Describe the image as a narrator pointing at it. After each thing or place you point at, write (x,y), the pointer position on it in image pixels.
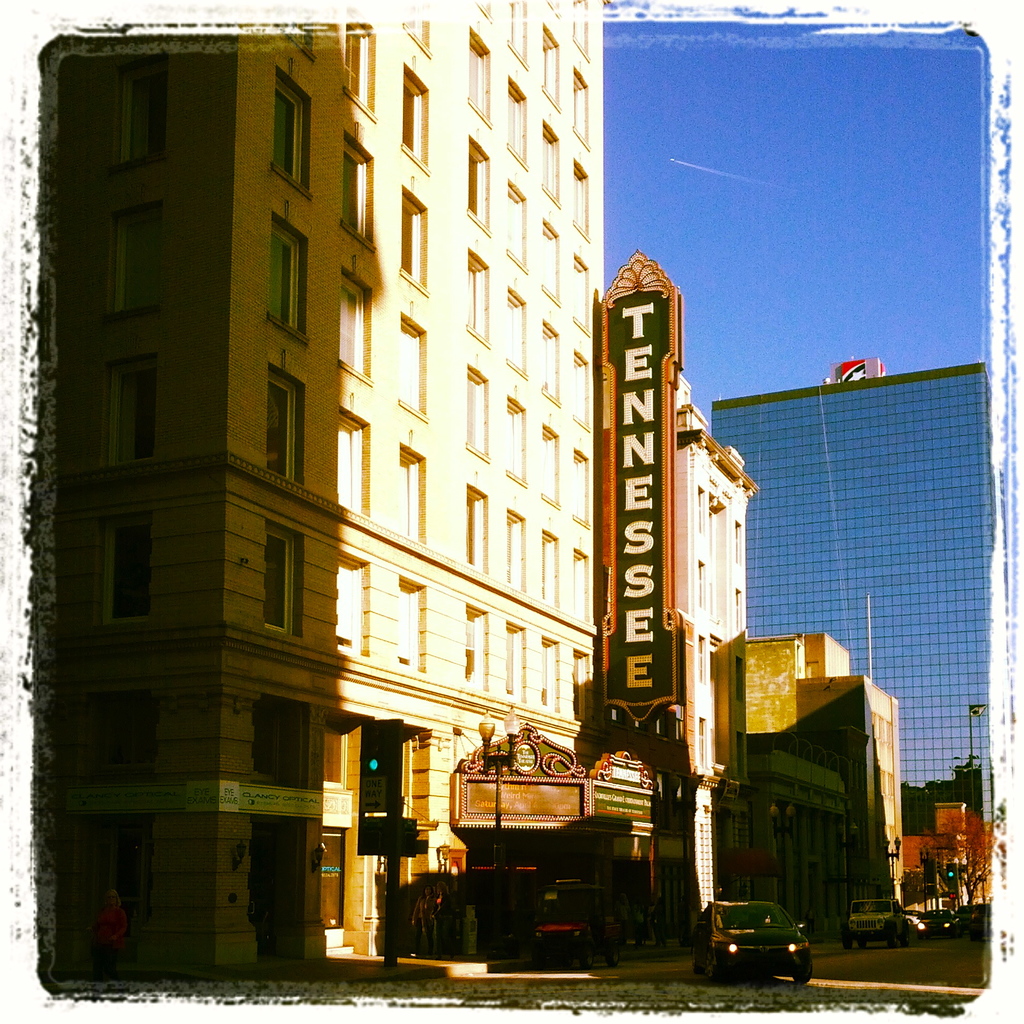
In this image in the center (494,661) there is one building (484,649), and in the background (889,498) there is another building (791,564). And at the bottom (887,956) there is a road (870,946), on the road (906,952) there are some vehicles (722,943) and we could see some poles (936,861), traffic signals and some hoardings (675,322). On the top of the image (685,228) there is sky (829,184).
